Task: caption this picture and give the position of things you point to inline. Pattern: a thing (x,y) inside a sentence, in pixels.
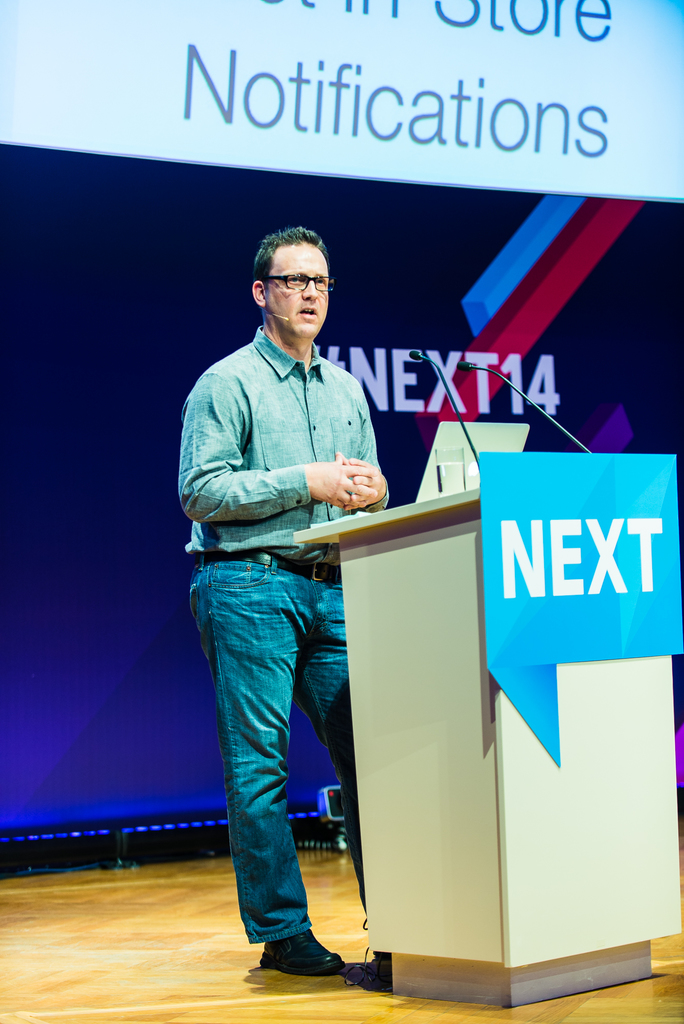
In this image, we can see a person (288,460) wearing clothes (283,588) and standing in front of the podium (357,777). In the background (554,82), we can see some text (572,137).
